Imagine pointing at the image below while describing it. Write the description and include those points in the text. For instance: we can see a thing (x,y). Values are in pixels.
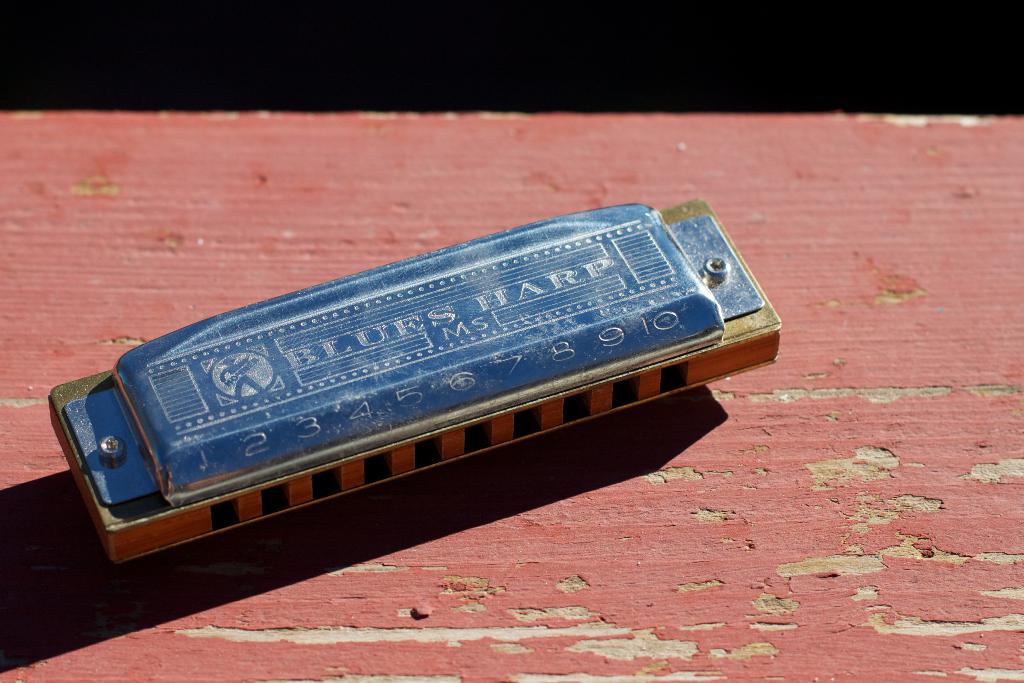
In this image we can see a harmonica (474,318) on the table (393,171).
